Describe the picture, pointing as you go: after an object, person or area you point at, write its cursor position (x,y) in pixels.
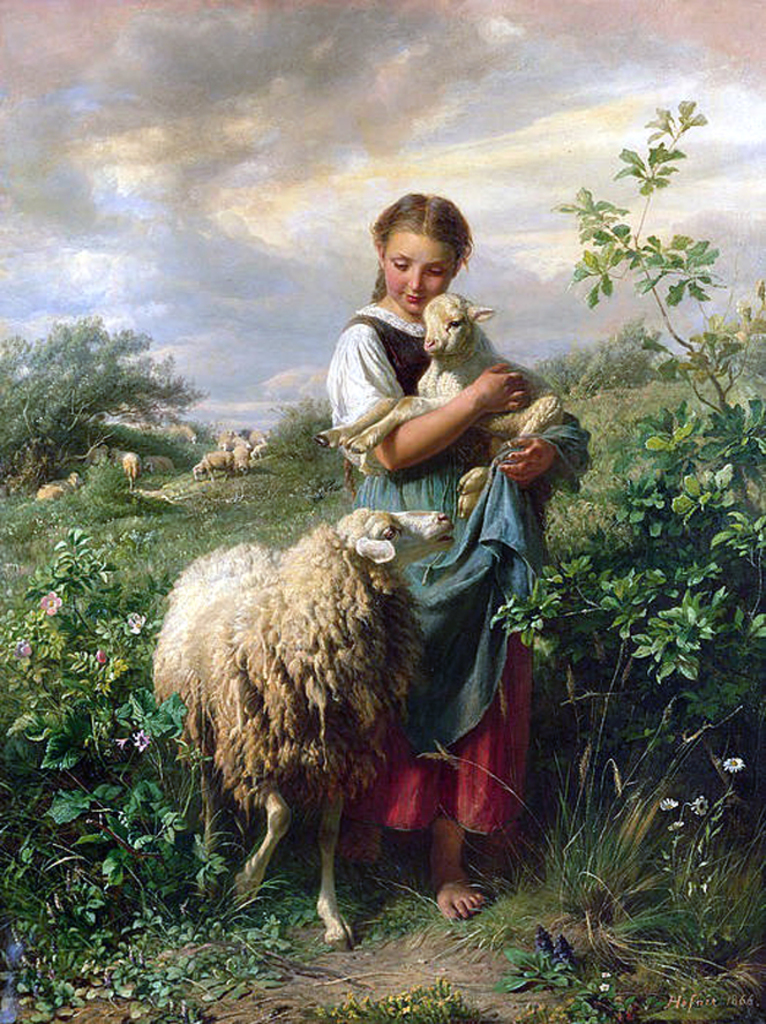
This is a painting. In this painting there is a sheep (318,608). Near to that a girl (415,499) is holding a lamb (420,412). Also there are plants (130,601) and sky (390,94) with clouds (421,46).
